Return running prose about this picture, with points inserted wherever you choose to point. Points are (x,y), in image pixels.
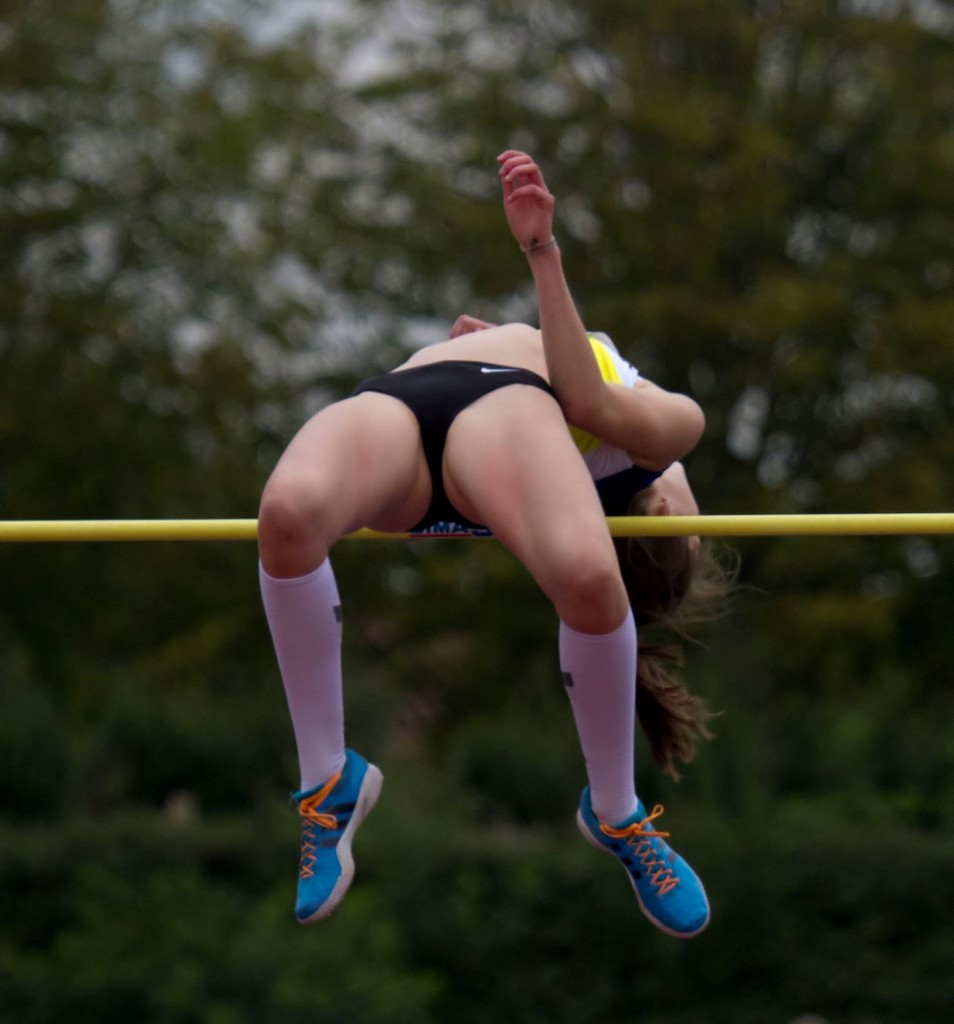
This picture is clicked outside. In the foreground (582,378) we can see a person (435,434) seems to be jumping over the bar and bending backward. In the background (353,121) we can see the trees (864,139) and some objects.
